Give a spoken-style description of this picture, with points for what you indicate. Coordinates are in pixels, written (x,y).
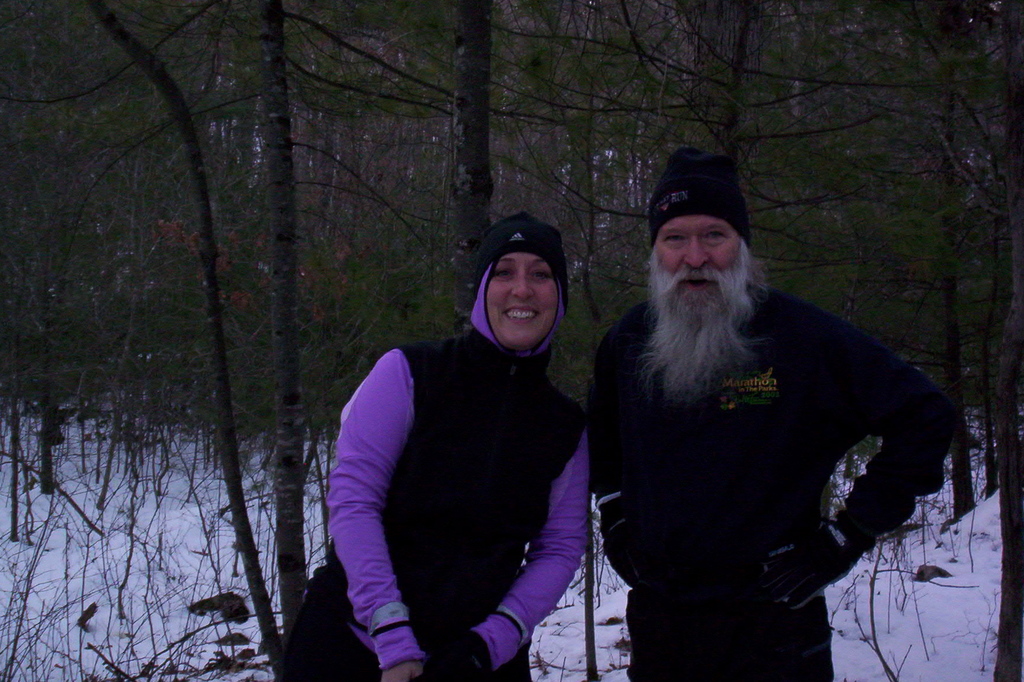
In this image we can see two people (585,519) standing wearing sweaters (571,444). In the background of the image (358,197) there are trees (315,215) and snow (270,546).
